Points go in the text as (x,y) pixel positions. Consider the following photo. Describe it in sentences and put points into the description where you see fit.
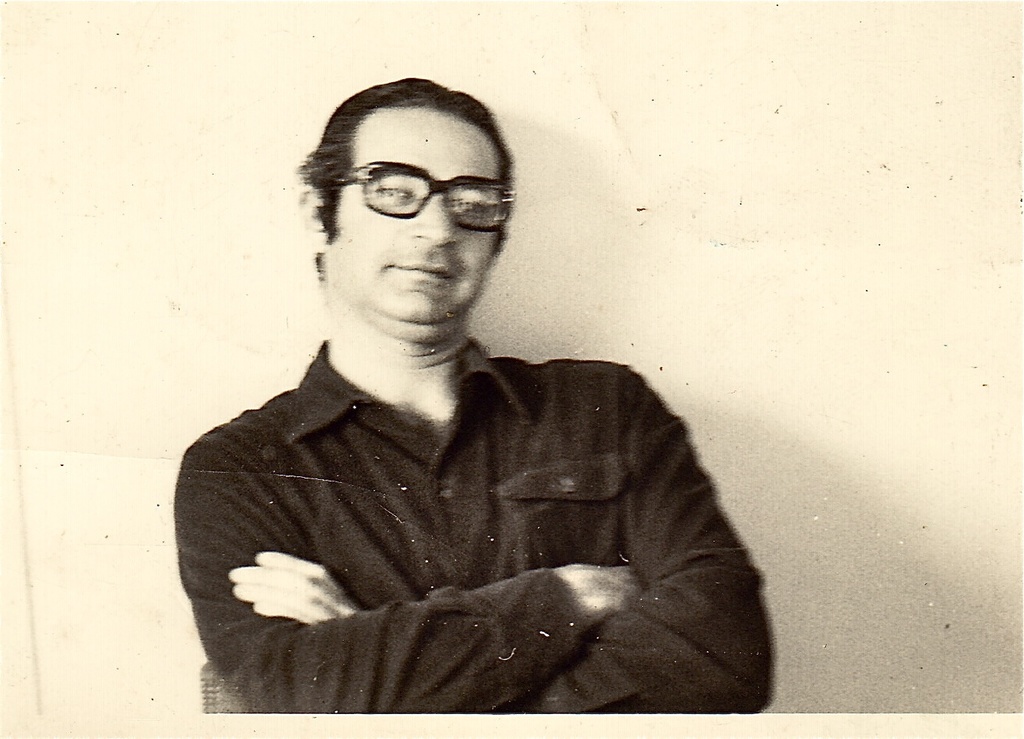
In the picture I can see the photograph (276,478) of a person (382,530) wearing shirt (453,510) and spectacles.
